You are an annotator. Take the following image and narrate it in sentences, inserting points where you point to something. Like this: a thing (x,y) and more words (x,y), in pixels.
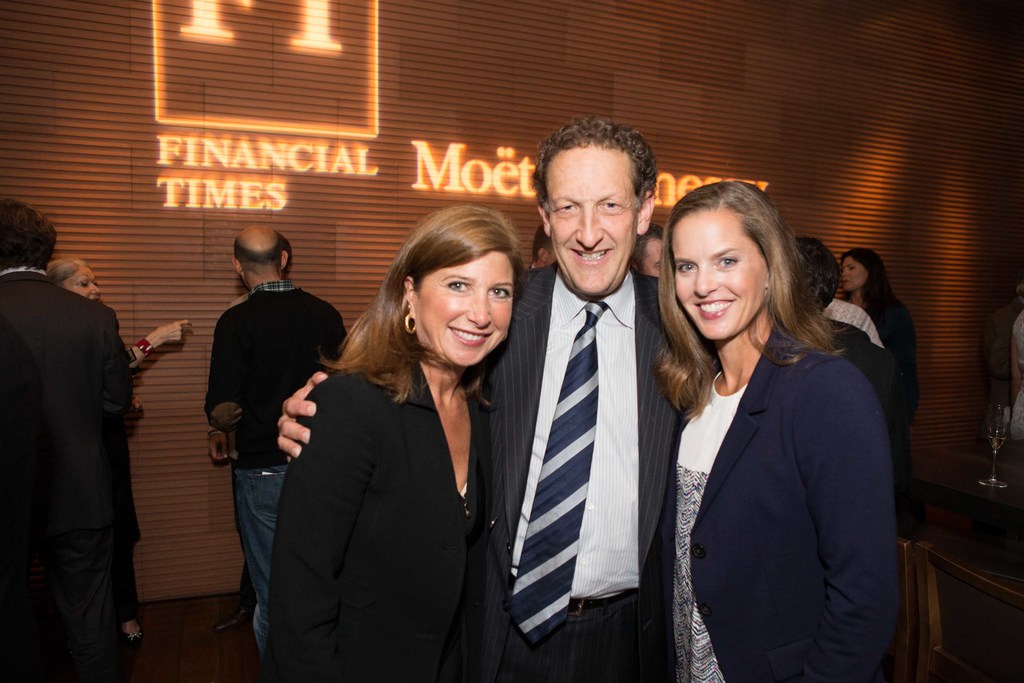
In this image there are three people (552,396) standing with a smile on their face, behind them there are a few people (70,354) standing. On the right side of the image (961,475) there is a glass (993,457) on the table (979,507) and chairs (929,608). In the background (148,123) there is a wall (131,135) with some text (177,144) on it.
